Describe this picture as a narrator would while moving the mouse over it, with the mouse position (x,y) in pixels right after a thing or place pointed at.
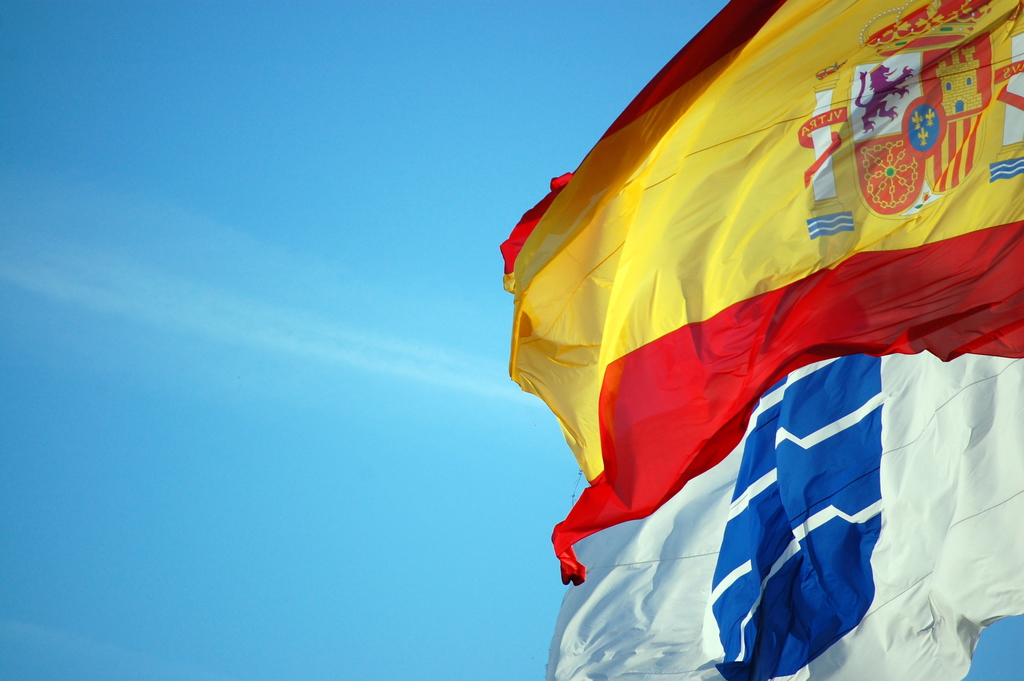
In this picture we can see two flags (686,421) and logos (865,77) on a flag (843,134) and in the background (349,343) we can see the sky (423,336).
